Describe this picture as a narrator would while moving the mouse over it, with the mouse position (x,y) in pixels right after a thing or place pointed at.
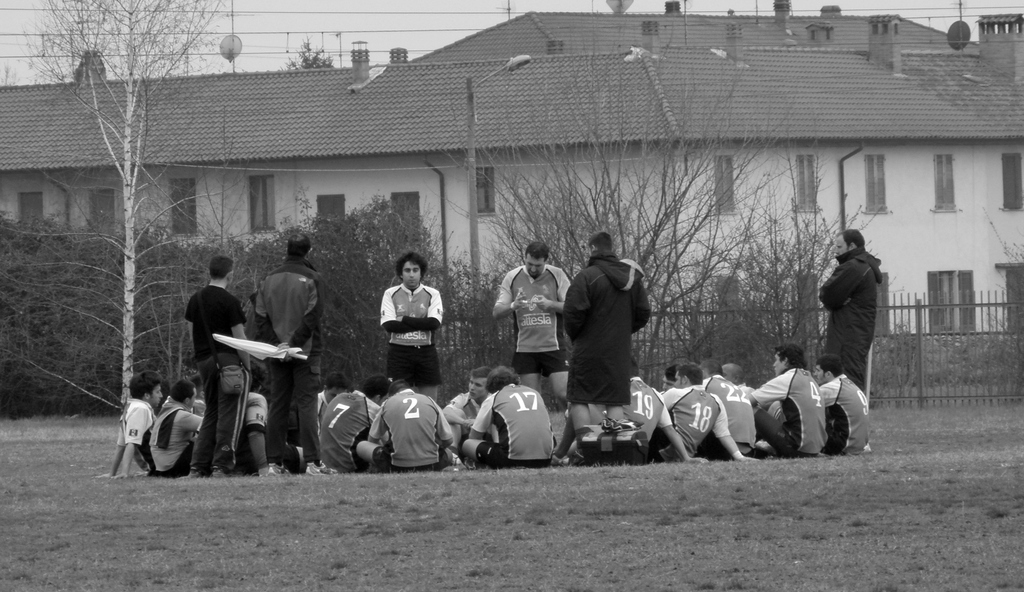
In the foreground (751,394) I can see a group of people (627,364) are sitting on the ground (184,483) and are standing. In the background (973,316) I can see fence (506,328), buildings (409,179), poles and windows (486,170). On the top (264,20) I can see the sky (269,46). This image is taken during a day.
